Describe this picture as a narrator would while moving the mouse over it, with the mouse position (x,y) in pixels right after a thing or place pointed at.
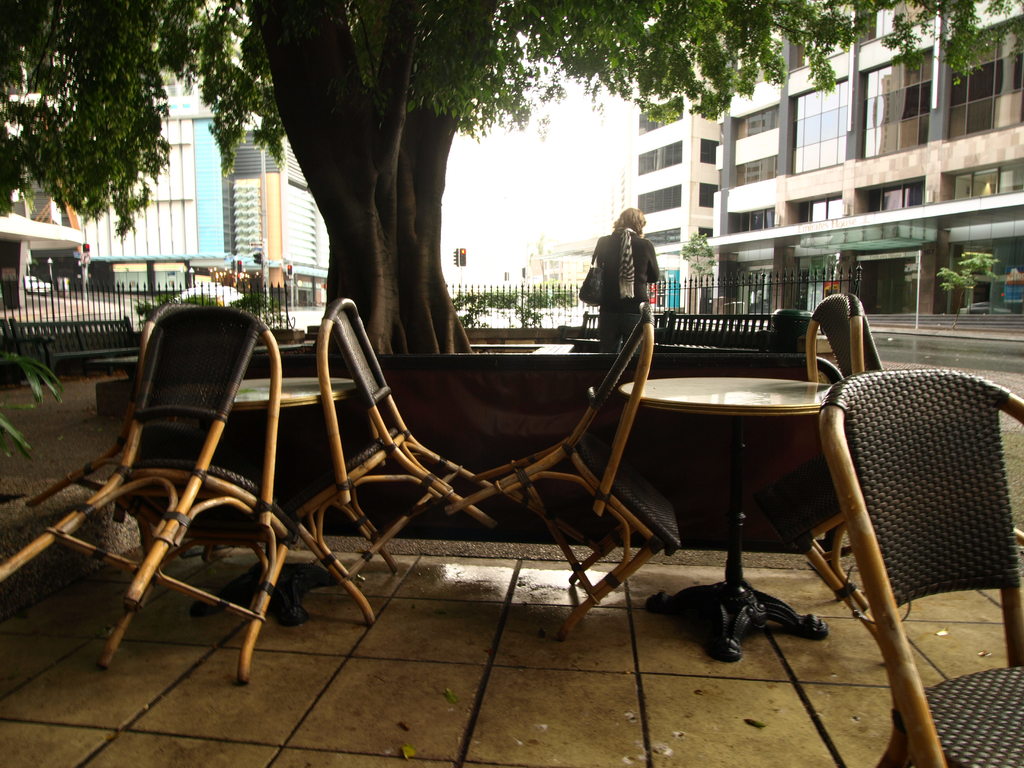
There are many tables (624,397) and chairs (970,699). In the back (390,177) there is a tree (288,111). In the background (156,305) there is a railing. And a person (609,266) is standing and wearing a bag (588,277) and scarf (626,285). Also there are buildings (719,174) in the background (664,189).
